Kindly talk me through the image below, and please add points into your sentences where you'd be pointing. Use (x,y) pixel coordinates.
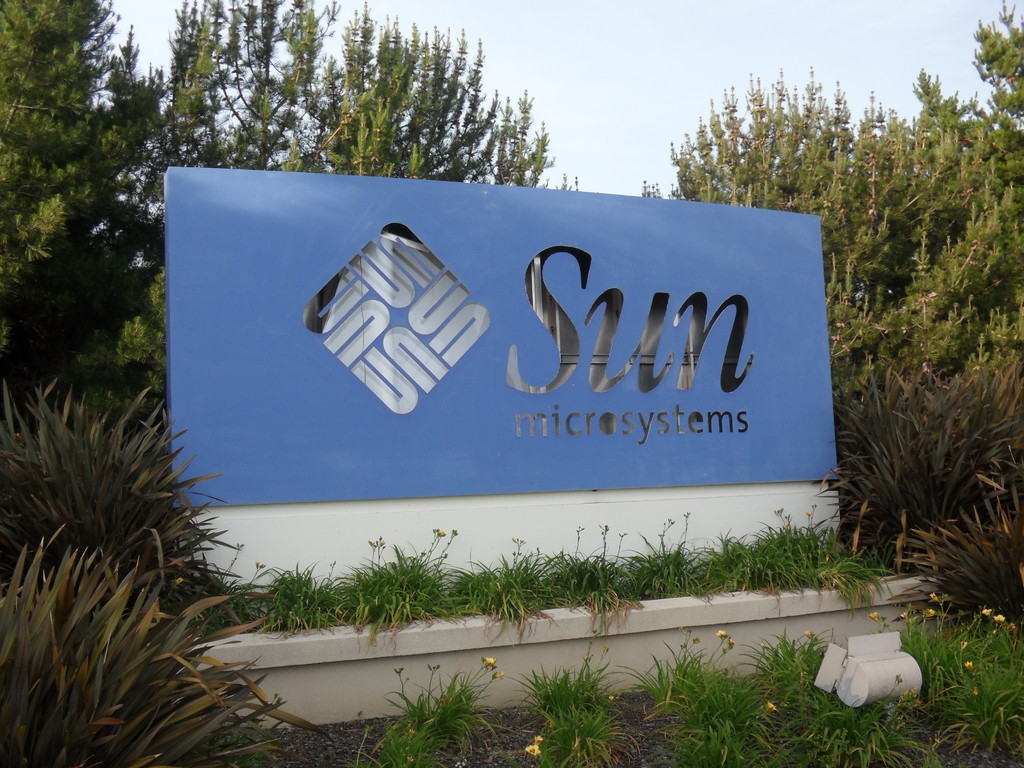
This picture is clicked outside. In the center (363,466) we can see a blue color object (496,204) on which we can see the text (713,417) and we can see the green grass (1012,711), plants (81,473), trees (743,137), sky (651,137) and some other objects (842,671).
